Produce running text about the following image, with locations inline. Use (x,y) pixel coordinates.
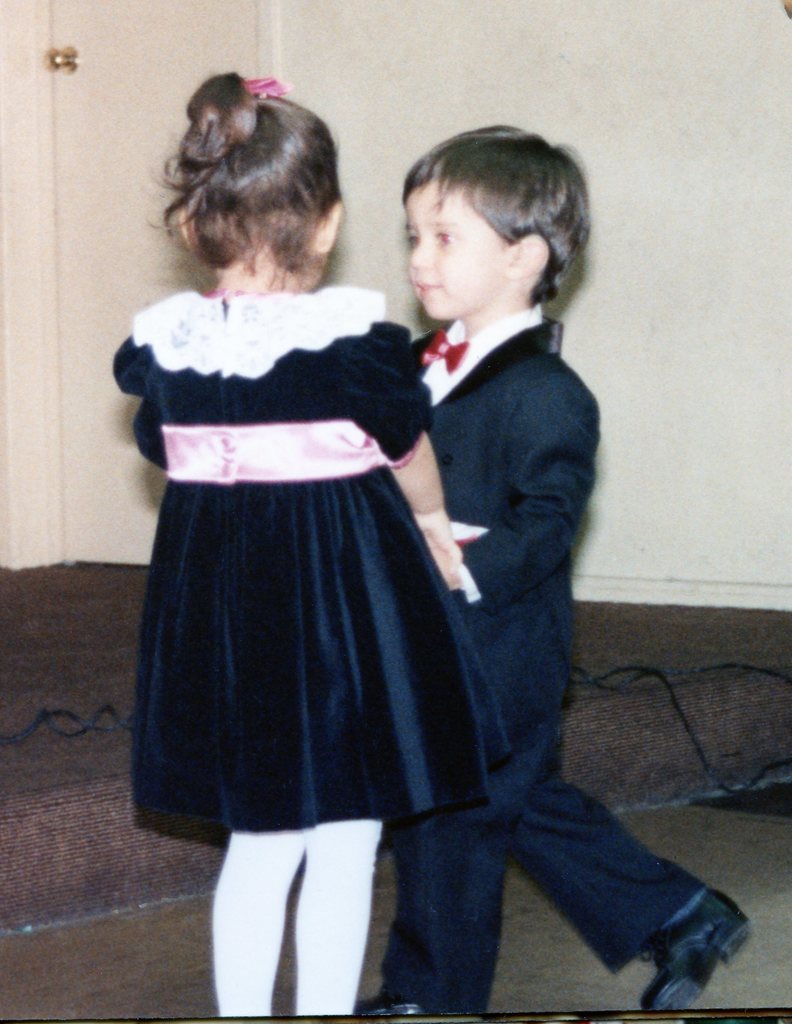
In this picture I can see a boy (522,832) and a girl (337,399) standing and holding their hands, and in the background (716,434) there is a wall (784,521), door (61,138) and wires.
